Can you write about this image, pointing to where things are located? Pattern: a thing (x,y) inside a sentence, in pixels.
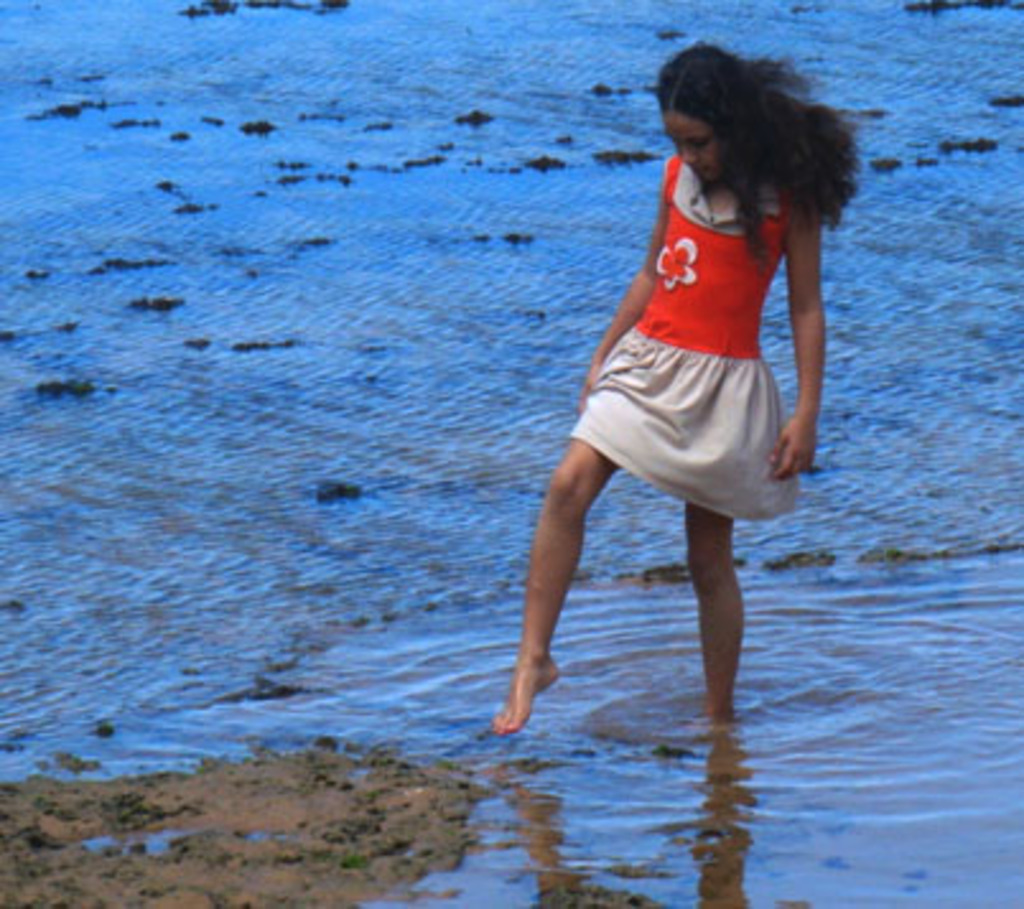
In this picture there is a girl (776,237) who is wearing red and grey color dress (712,391). She is standing on the water (491,610). In the bottom left corner (267,805) I can see the land (171,816).
